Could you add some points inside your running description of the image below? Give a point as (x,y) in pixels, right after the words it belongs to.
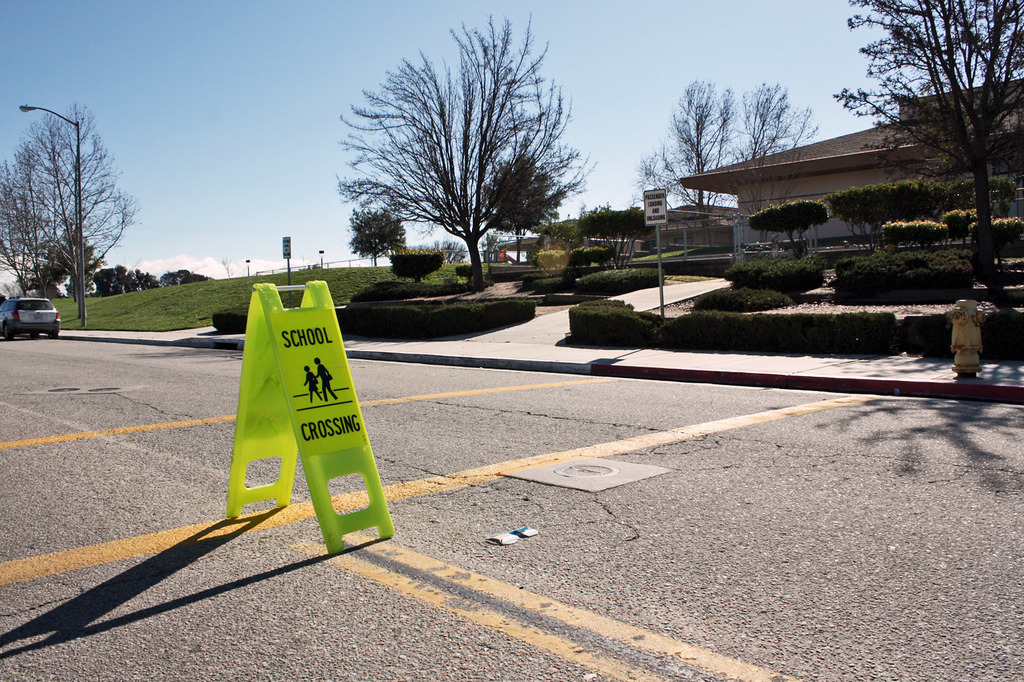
There is a sign board (274,373) and a car (15,305) on the left side of the image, there are plants (593,247), houses (686,211), trees (574,232), poles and sky (599,119) in the background area (757,141). There is a water pump (963,332) on the right side (960,346).
